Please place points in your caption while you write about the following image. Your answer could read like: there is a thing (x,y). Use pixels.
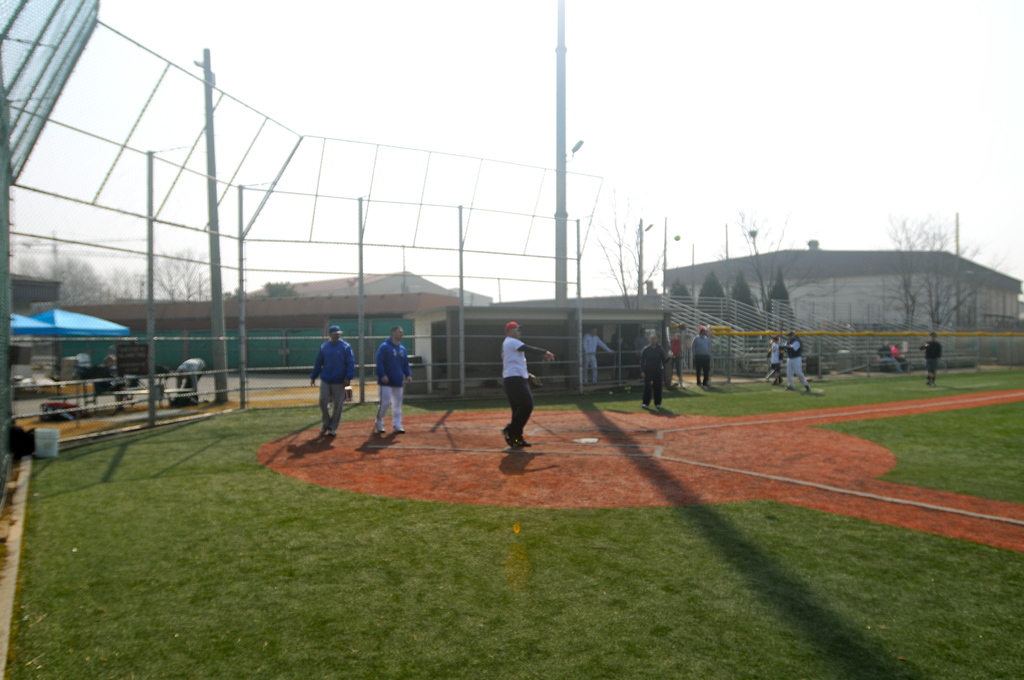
In this image there are group of people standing on the path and playing a game, and in the background (619,379) there are umbrellas (20,322) with poles (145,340), trees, buildings (814,300), chairs (803,316), tables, sky (645,132).
